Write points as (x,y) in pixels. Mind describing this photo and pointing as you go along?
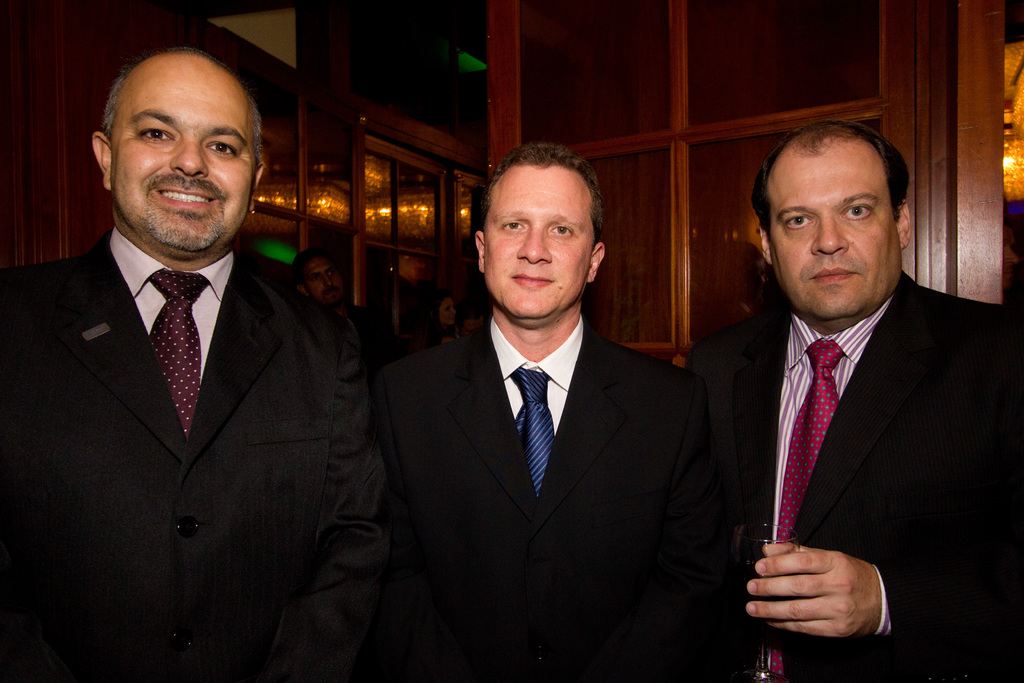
In this picture we can see three people (360,506) and one person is holding a glass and in the background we can see people (1006,256) and some objects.
